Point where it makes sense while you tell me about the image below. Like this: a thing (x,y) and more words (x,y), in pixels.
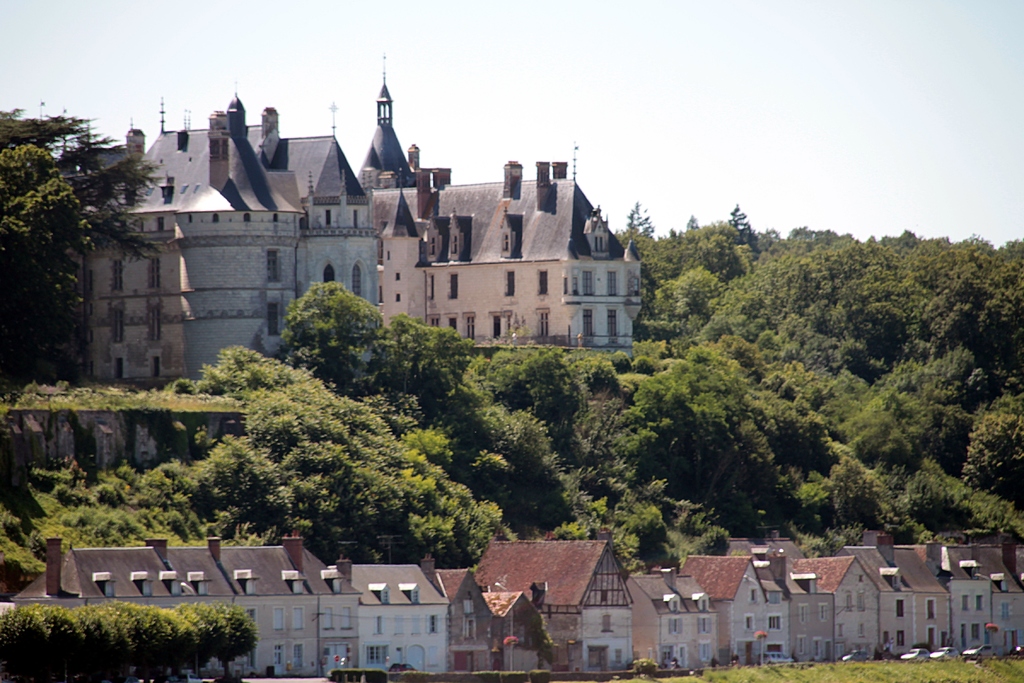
In this image we can see many buildings (302,615) with windows (302,615). Also there are trees (399,381). In the background (626,88) there is sky (580,74).
